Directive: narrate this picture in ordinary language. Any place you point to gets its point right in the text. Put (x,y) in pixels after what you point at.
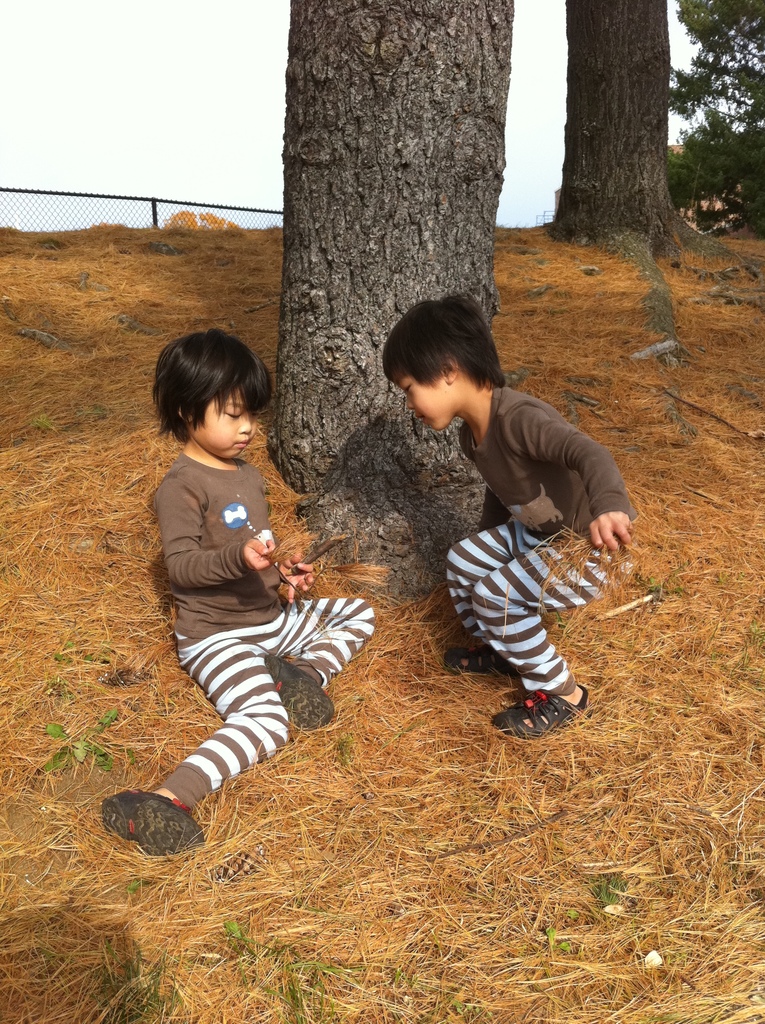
In this picture we can see two small boys (534,523) wearing brown t-shirts (534,508) and sitting in the dry grass (336,688). Behind we can see tree trunk (394,131).
